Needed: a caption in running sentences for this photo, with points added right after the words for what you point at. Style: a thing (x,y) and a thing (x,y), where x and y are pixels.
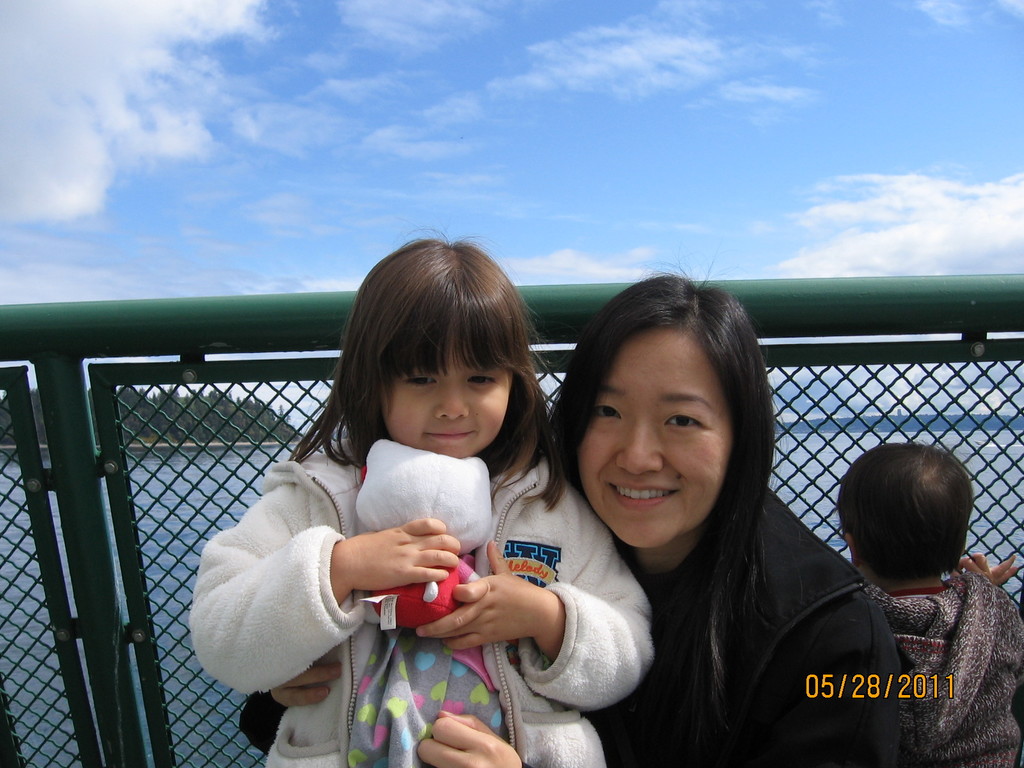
In this image, we can see a person (768,409) and kids (483,702) in front of the safety barrier (906,349) which is in front of the lake (261,455). There is a kid (540,562) at the bottom of the image (512,604) holding a doll (392,500) with her hands (467,616). There is a date (815,680) in the bottom right of the image (843,695). There are clouds (889,244) in the sky (303,60).
